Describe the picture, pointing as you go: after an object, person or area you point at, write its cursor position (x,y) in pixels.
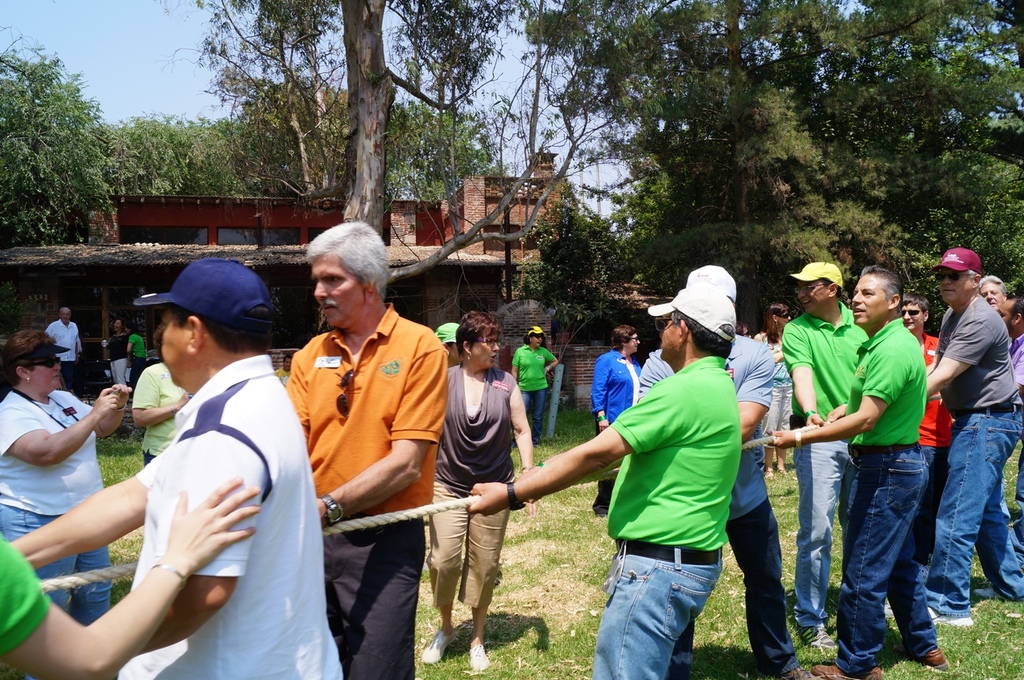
There are persons (757,376) in different color dresses (623,471) dragging white color thread (428,510) on the grass (588,526) on the ground (697,640). In the background (438,491), there are persons (20,368) in different color dresses (280,374) watching them, there are trees (482,237), a shelter (9,252), a building (491,202) and there is sky (62,19).
